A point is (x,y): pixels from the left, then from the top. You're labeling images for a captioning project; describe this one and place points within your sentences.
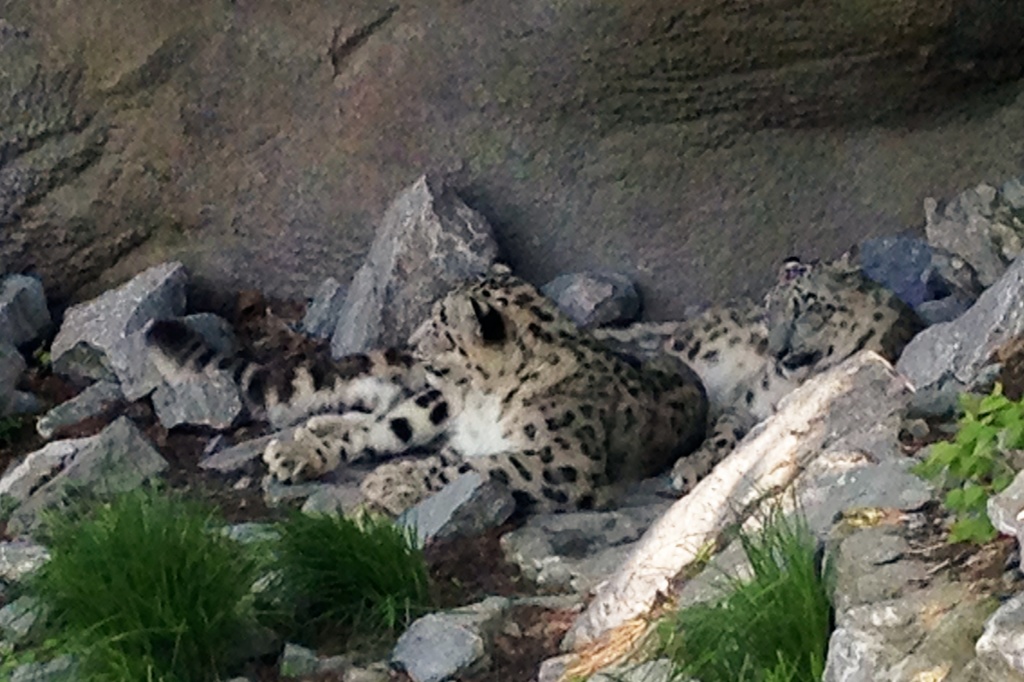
In this image in the front (421,545) there is grass (826,594). In the center (548,392) there are animals (544,376) and in the background (643,286) there is a wall (356,255) and in front of the wall (536,180) there are stones (415,270).
